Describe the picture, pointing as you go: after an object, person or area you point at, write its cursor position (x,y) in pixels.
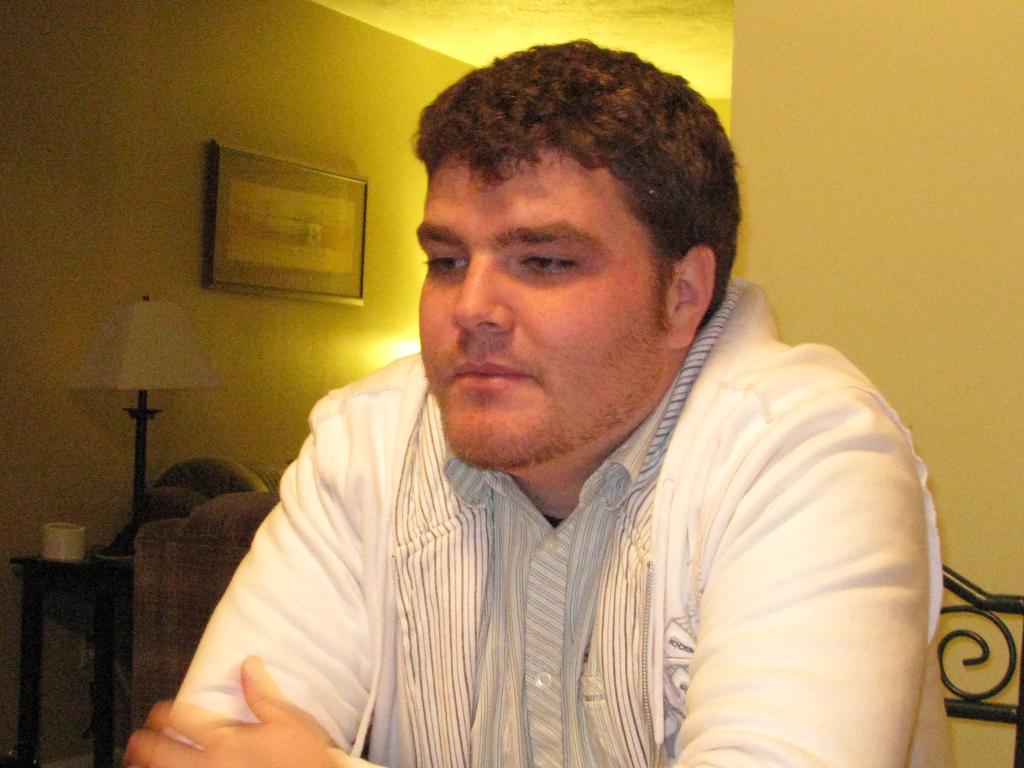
In this picture I can observe a man (491,428) in the middle of the picture (627,381). On the left side (155,341) I can observe a lamp (127,384) placed on the stool (107,660). In the background (247,262) I can observe a photo frame (296,224) on the wall (210,39).
